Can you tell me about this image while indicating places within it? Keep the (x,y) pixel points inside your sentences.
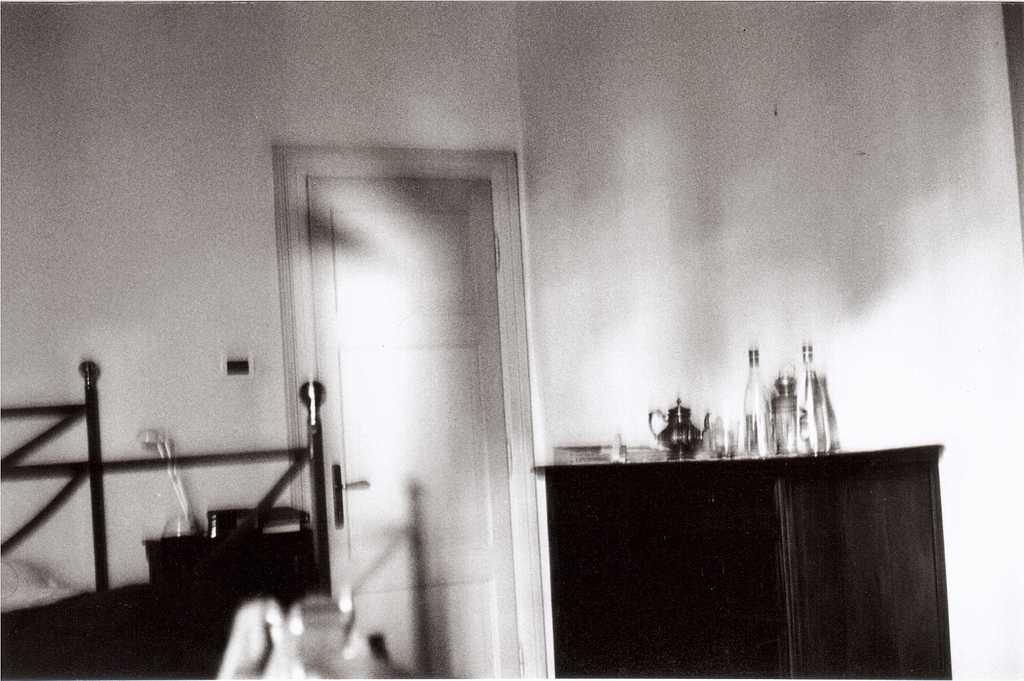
This picture describes about inside view of a room (521,395), in this we can find few bottles (780,429) and other things (737,425) on the table (781,467).
